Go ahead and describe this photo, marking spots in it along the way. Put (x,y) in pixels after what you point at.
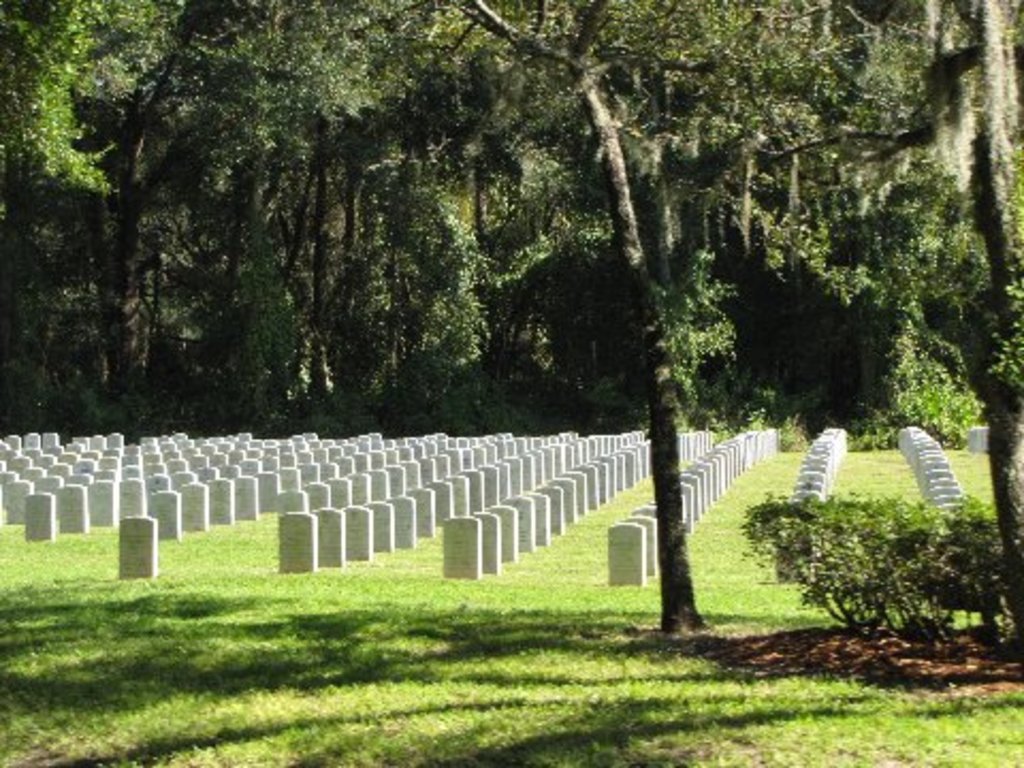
In this image, in the middle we can see the graveyard (890,476) and in the background (922,344) we can see many trees (499,350).
